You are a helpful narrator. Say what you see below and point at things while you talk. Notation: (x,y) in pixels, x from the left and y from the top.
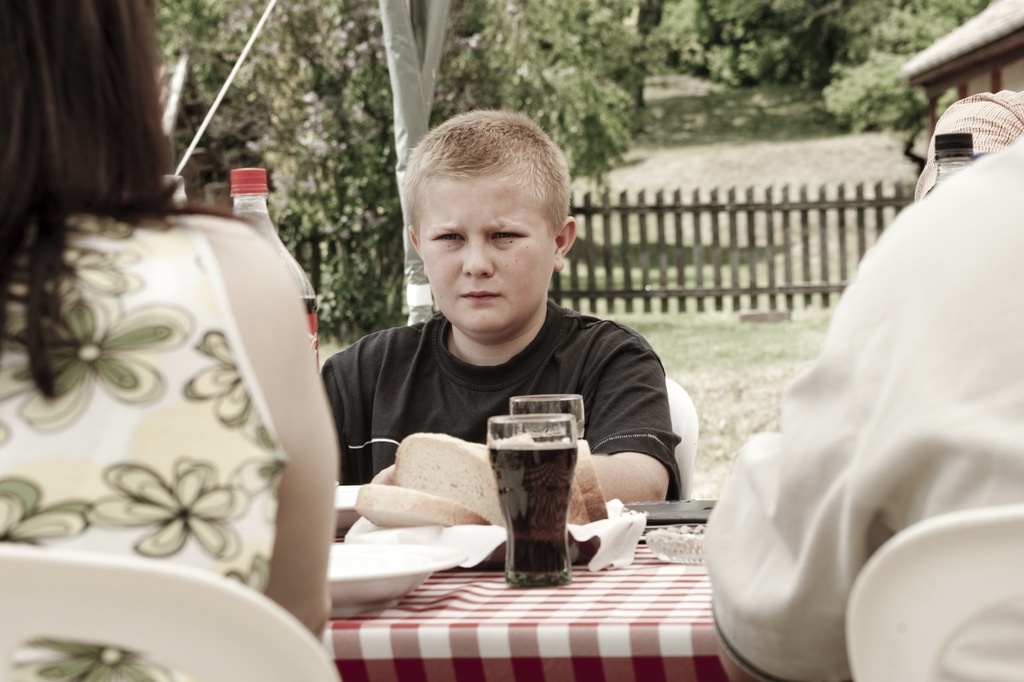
In the image, it looks like a lawn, there is a dining table (565,603) there are some food items (472,506) on the table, there are four people (267,443) sitting around the table (388,619), in the background (612,211) there is a fencing (749,221), some trees (540,102) and grass (771,124).
